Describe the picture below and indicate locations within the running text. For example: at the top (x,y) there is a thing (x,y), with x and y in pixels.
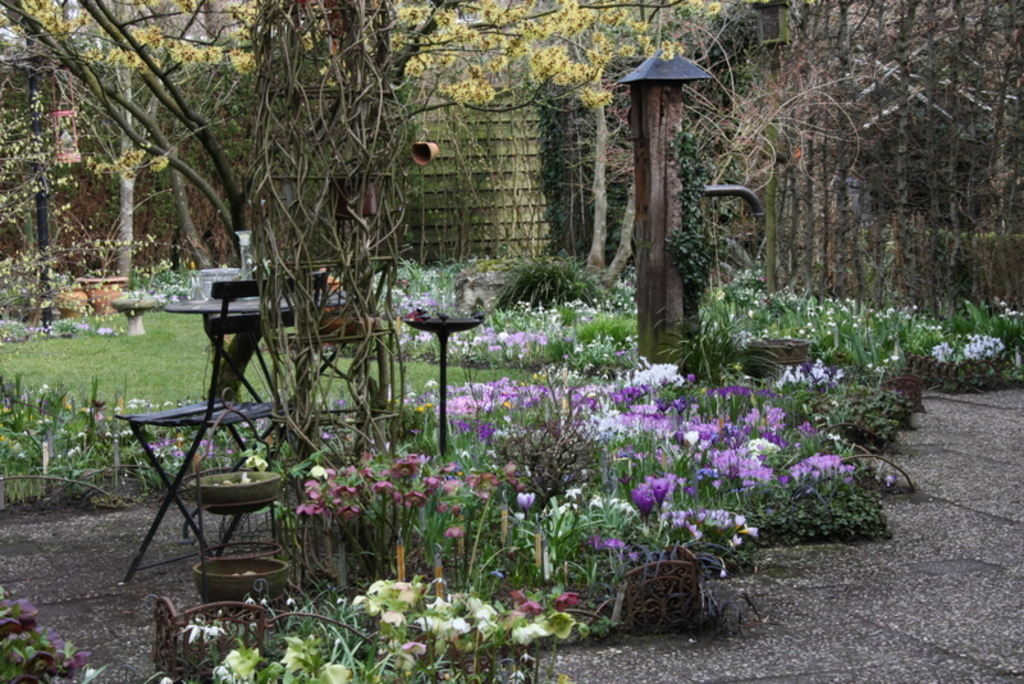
This image is clicked in a garden (655,558). At the bottom (398,640) there are plants (480,461). There are flowers (596,545) to the plants (636,480). To the left (214,379) there are chairs (217,326) and a table (194,307). Beside it there are flower pots (249,584). Behind the table (182,303) there are plants (565,274), trees (227,89) and grass (160,334) on the ground (123,356). To the extreme left there is a lantern (57,122) to a pole (36,84). In the background (481,164) there is a wall (486,169). There are plants (544,113) on the wall (462,146).
